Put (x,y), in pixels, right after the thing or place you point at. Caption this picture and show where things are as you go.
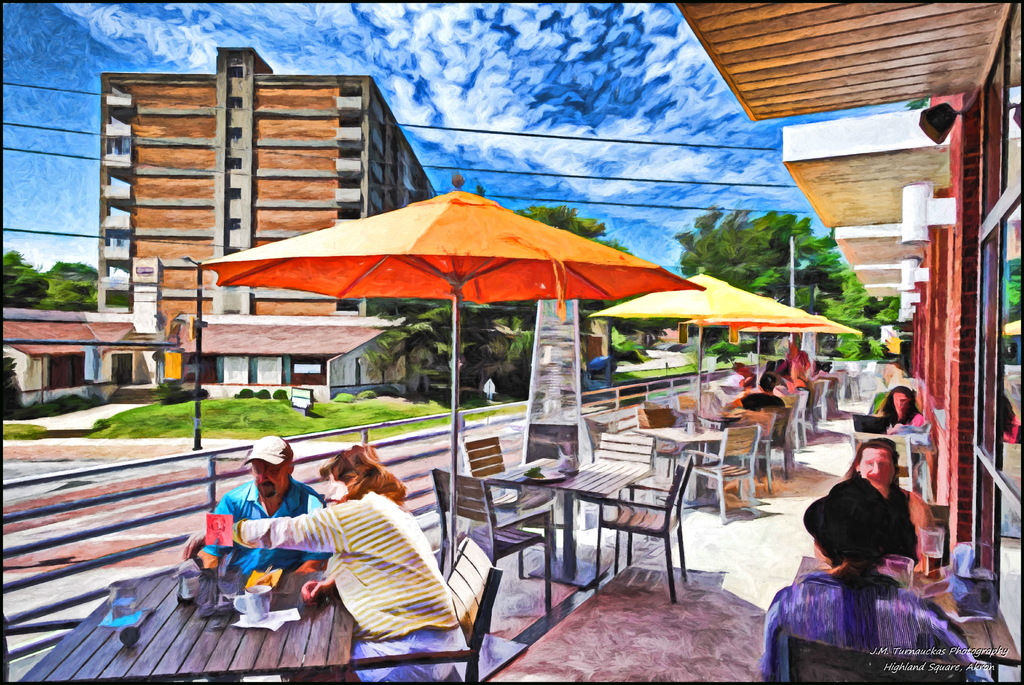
This is a picture of the city (405,395) where 2 persons (465,641) are sitting in the bench (473,646) near the table (155,673) and there is umbrella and group of person (795,585) sitting in the chair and the back ground (756,173) we have trees (523,343), building (371,104), sky (550,117) covered with clouds (637,183).
